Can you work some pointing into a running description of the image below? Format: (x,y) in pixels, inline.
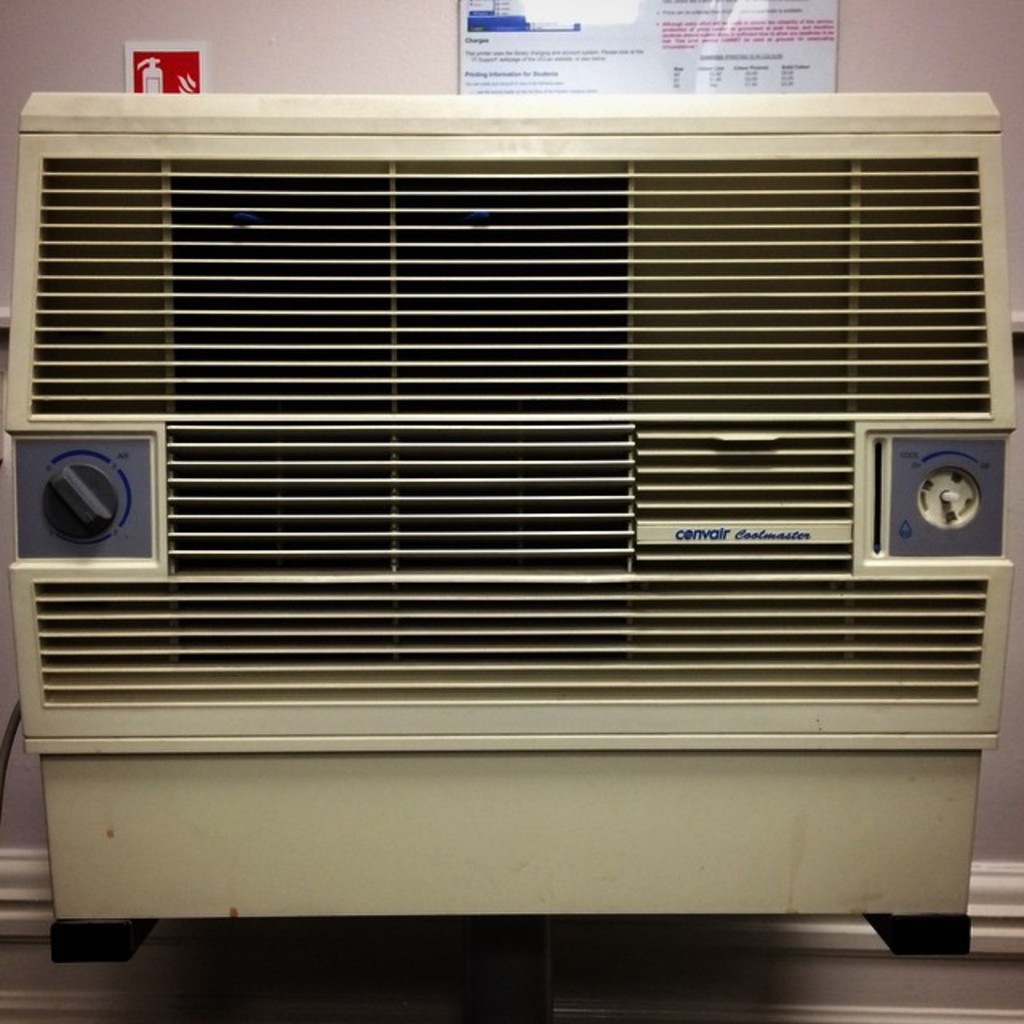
In this picture I can see an air conditioner (575,386), and in the background (613,15) there are boards (485,59) attached to the wall (918,83).
